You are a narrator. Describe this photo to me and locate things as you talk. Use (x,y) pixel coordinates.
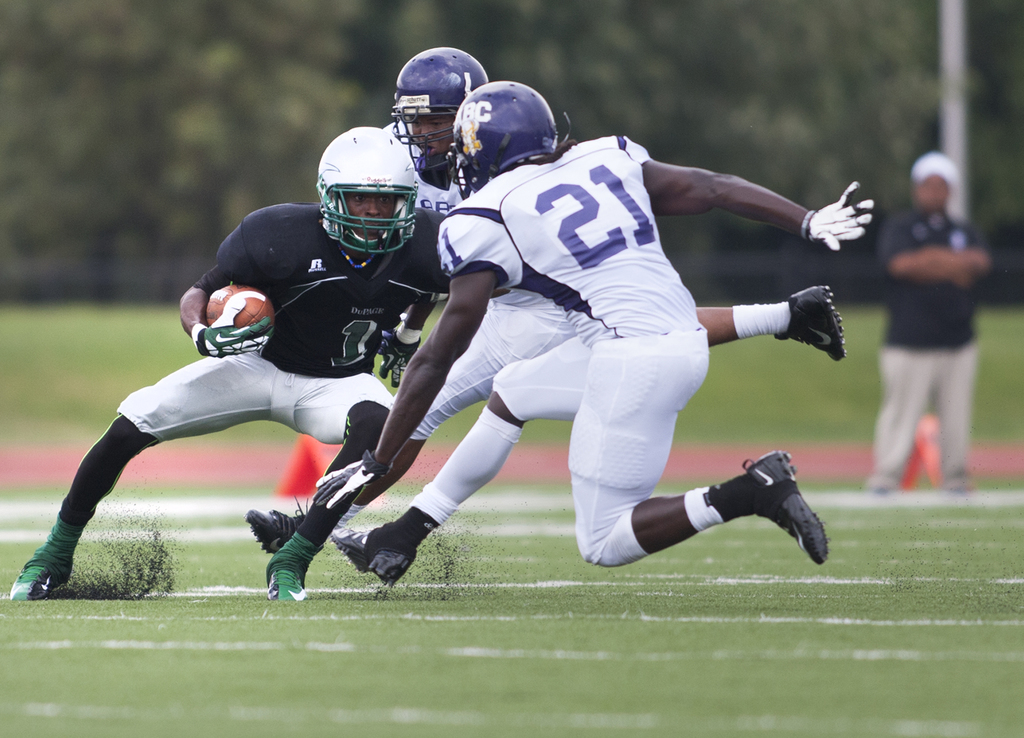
In the foreground of this image (598,264), there are three men (289,323) playing football (239,324) on the grass (386,646). In the background (881,475), there is a man (974,294) standing, a pole (965,154) and the greenery (229,108).
